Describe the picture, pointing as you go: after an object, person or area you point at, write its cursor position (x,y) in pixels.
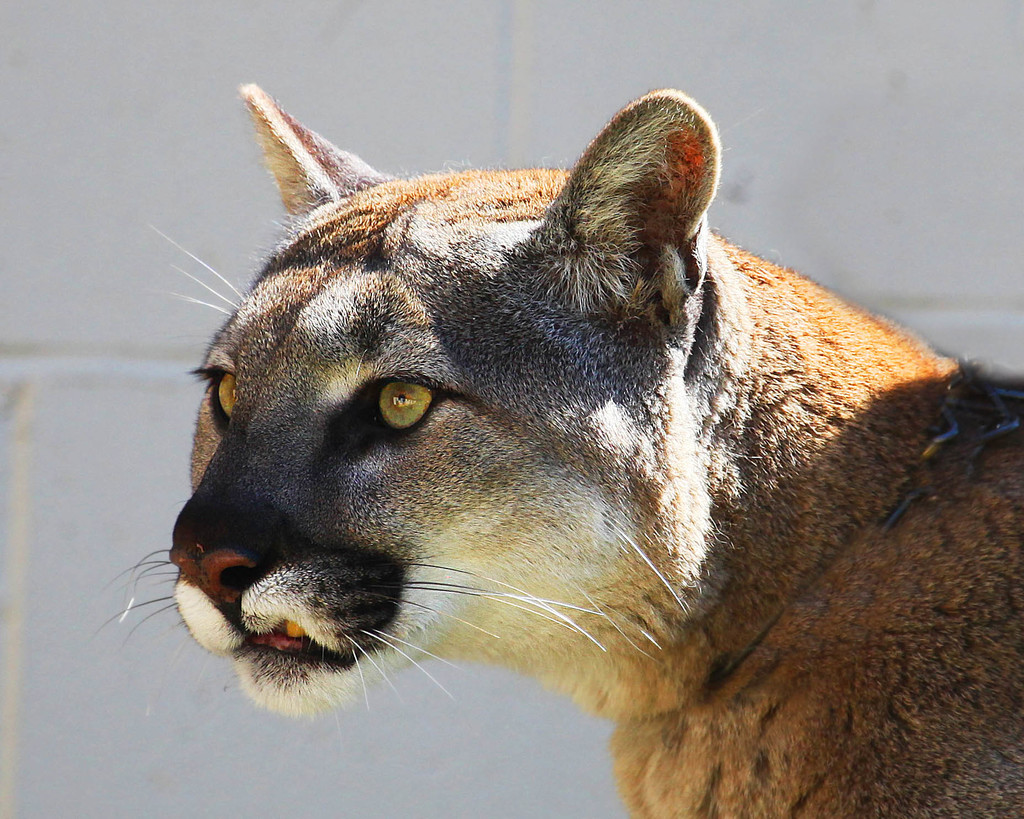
In this picture I can see an animal (600,434) in front (528,363) which is of white, brown and black color. I see that it is white color in the background (923,57).
